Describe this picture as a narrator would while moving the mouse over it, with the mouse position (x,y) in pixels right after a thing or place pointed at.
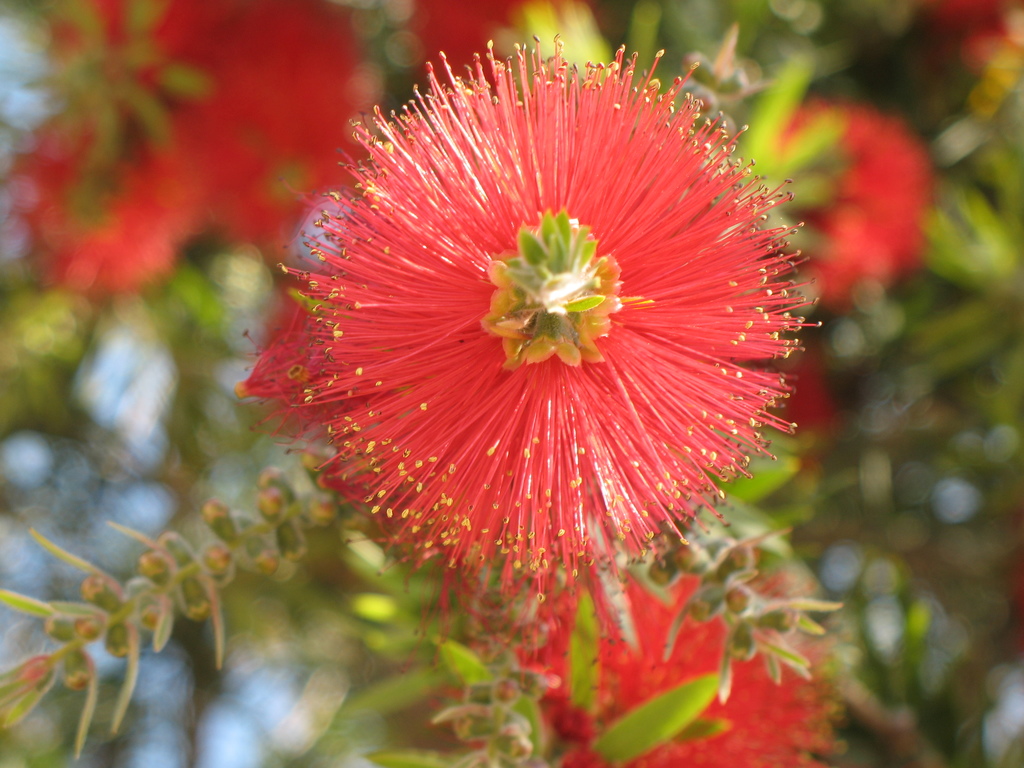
Here I can see a red color flower (413,378) and also there are some buds (108,600) and leaves (165,595) to the stems (119,621). In the background (805,387) some more flowers (185,209) and leaves (57,372) are visible.
